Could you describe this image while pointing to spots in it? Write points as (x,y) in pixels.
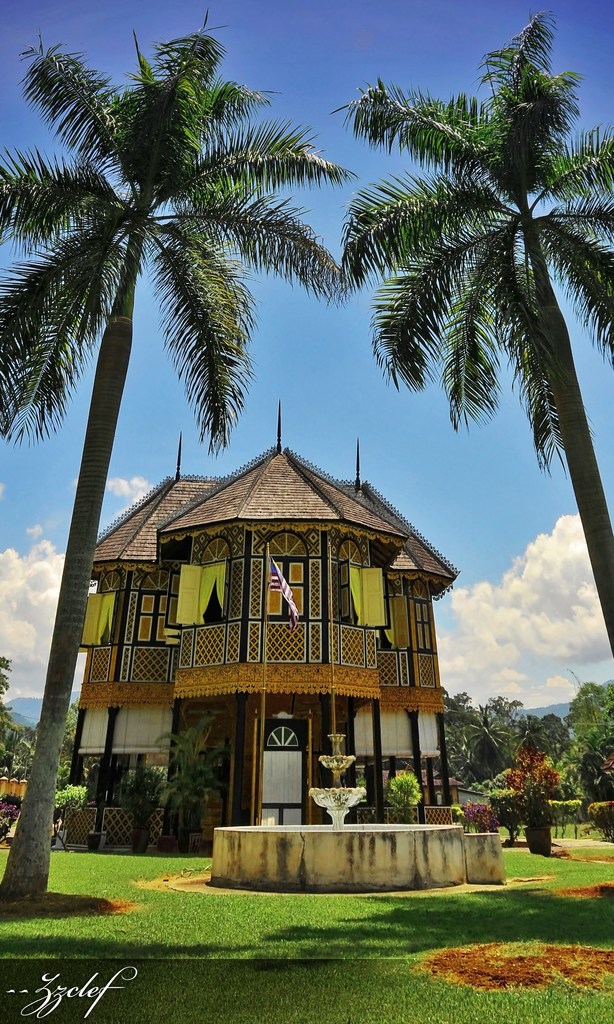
In the picture we can see the grass surface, on it we can see the two coconut trees (213,408) and in the middle of it, we can see a fountain (326,852) and behind it, we can see the house (287,686) and in the background (570,790) we can see the trees (602,752) and the sky (514,489) with clouds (486,667).
